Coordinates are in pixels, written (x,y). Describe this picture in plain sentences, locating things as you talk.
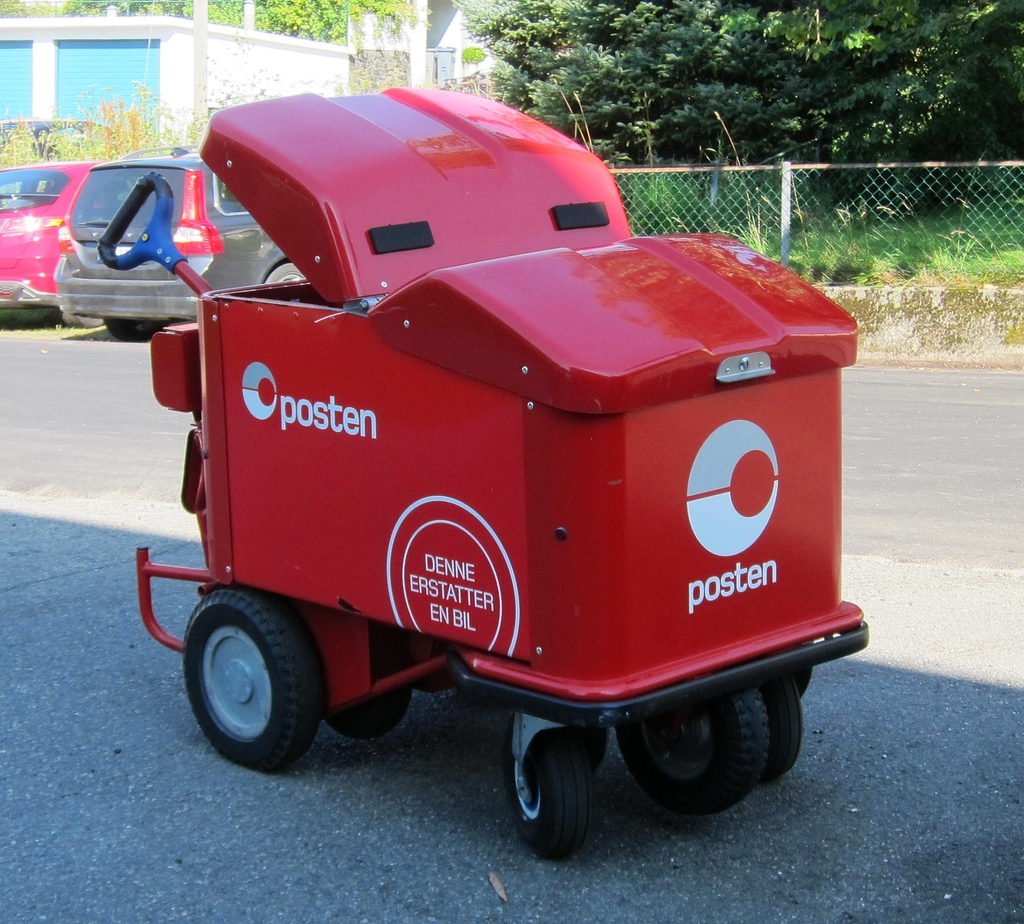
In this picture we can see a red color vehicle (359,695) on the road (775,793), behind we can see vehicles (71,248) on the road (801,780), we can see fencing (916,214), trees (730,124) and building (171,97).
